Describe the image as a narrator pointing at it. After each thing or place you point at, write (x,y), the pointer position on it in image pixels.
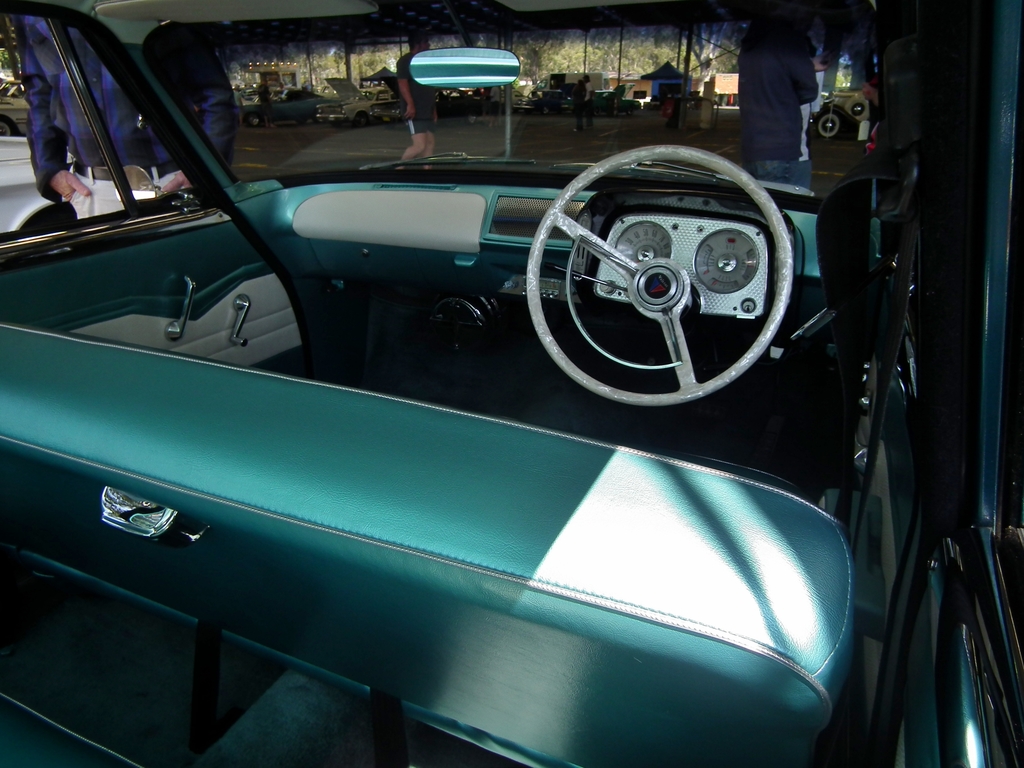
In this image we can see the inner view of a vehicle (642,381) and there is a steering wheel (681,297) and to the side there is a person (62,182) standing and in the background (410,106) we can see a few people (498,106). We can see some vehicles (355,117) and other objects (535,29) in the background (523,98) and there are some trees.
